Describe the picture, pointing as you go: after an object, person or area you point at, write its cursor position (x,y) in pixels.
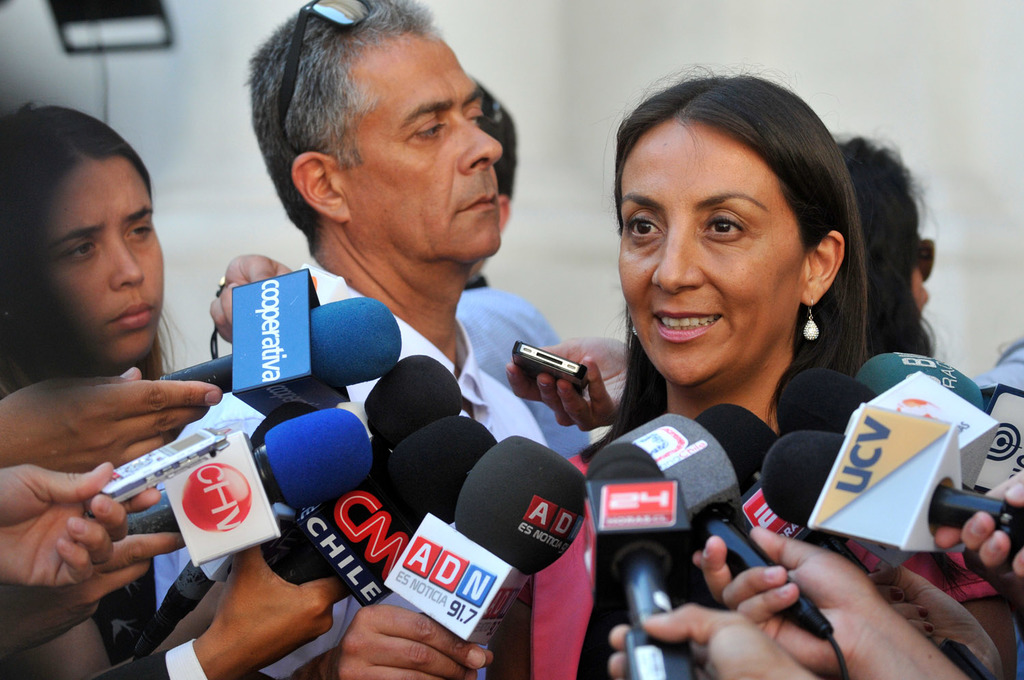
In this picture we can see a group of people (438,321), in front of them we can see mics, some people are holding mobiles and in the background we can see some objects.
